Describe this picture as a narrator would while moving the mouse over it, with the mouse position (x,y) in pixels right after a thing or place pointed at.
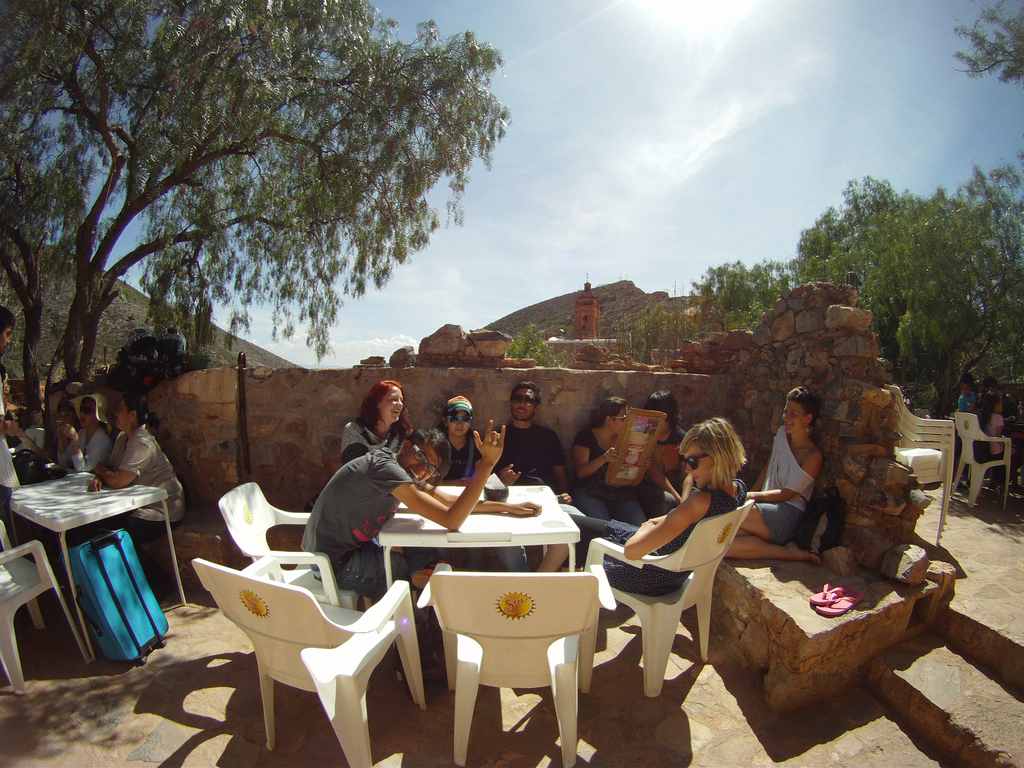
In the center (352,459) we can see group of persons (447,482) were sitting on the chair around the table (534,526). In front (479,624) we can see few empty chairs (497,619). On the left (129,506) again few persons (142,484) were sitting around the table (124,503). In the background (68,321) there is a sky (708,114) with clouds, sun (703,25), trees (86,309), hill (106,318), slipper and chairs (932,471).
